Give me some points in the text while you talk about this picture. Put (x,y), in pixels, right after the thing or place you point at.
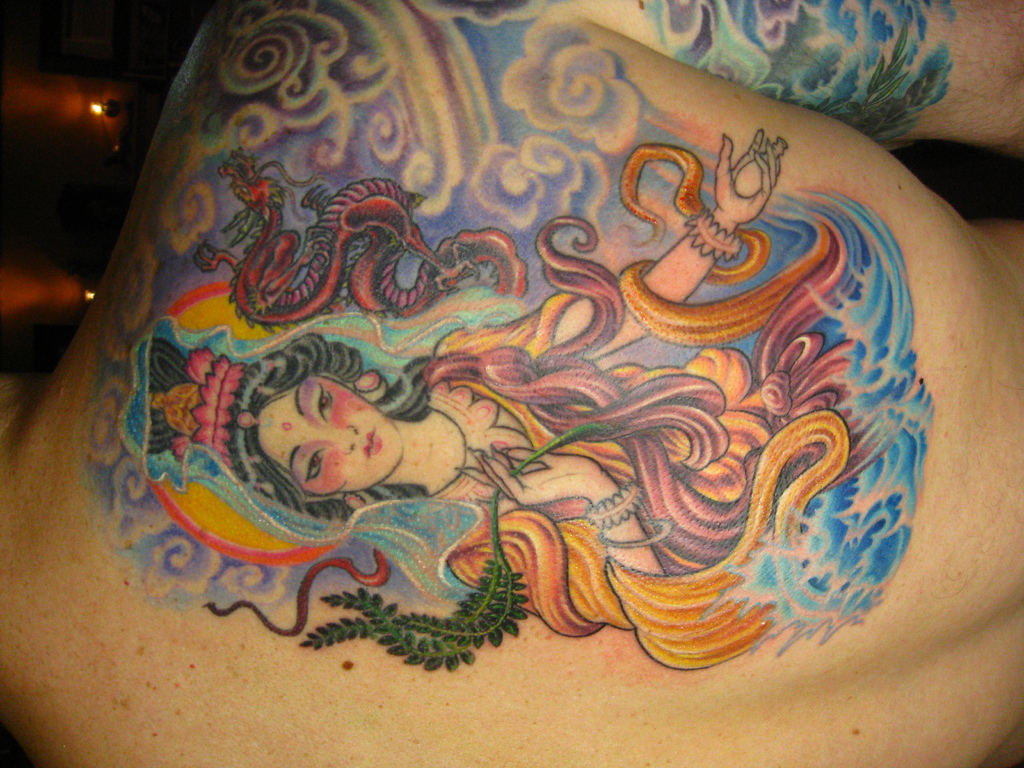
In this image, we can see a tattoo (99,468) on the back (148,174) of a person (484,716).
